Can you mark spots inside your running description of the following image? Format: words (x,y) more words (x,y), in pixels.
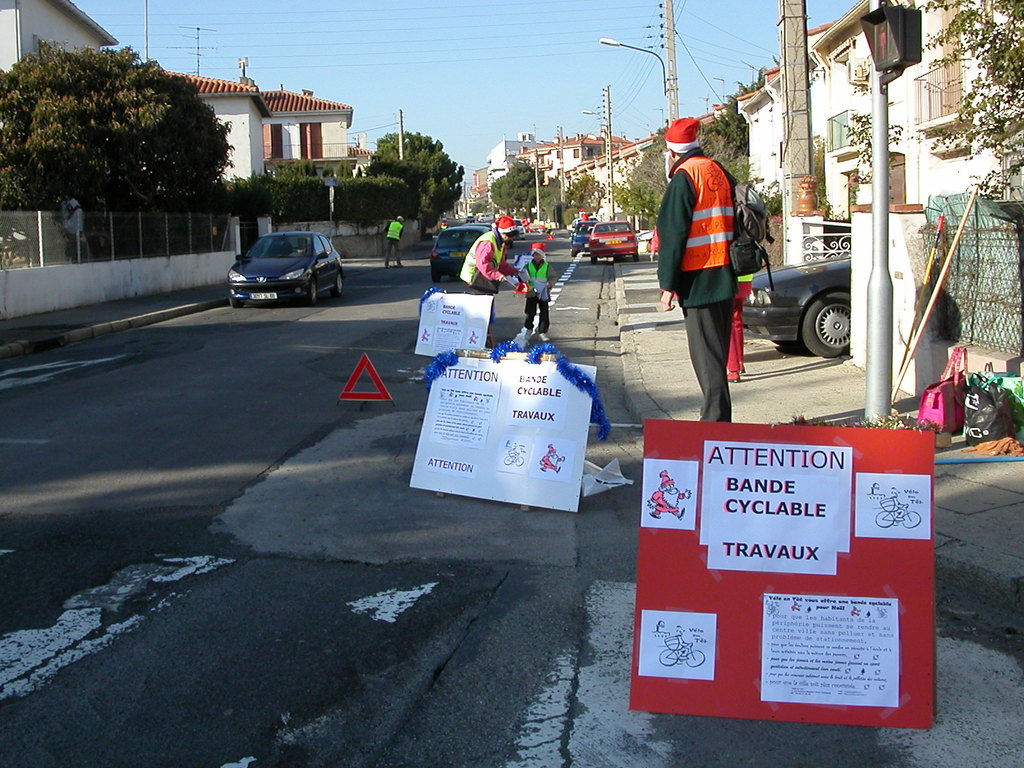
In this picture I can see few buildings (705,122) and few poles (805,128) and trees (88,117) and I can see few boards (480,417) with some text (460,372) and few people (506,221) are standing and I can see few cars (443,235) moving and couple of cars (592,243) parked and I can see bags (937,420) on the ground (968,454) and I can see a blue sky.
